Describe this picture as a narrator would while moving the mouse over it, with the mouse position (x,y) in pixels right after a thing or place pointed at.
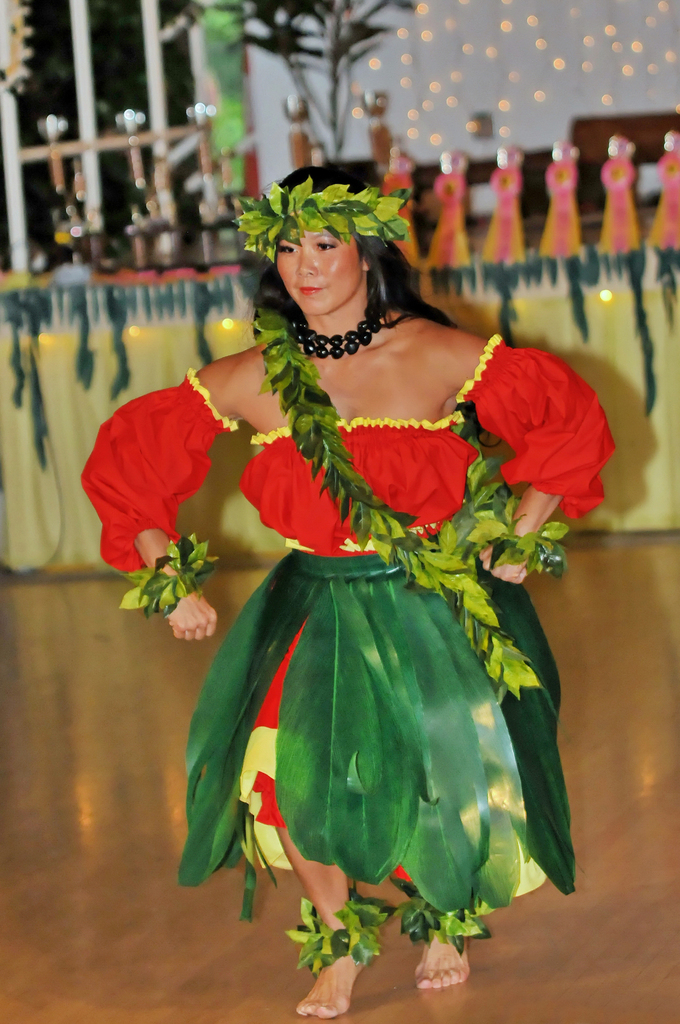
As we can see in the image in the front (305,451) there is a woman (303,497) wearing red and green color dress (280,469). Behind her there is a table (178,296), window (116,194), plant (313,100), lights (507,131) and white color wall (540,132).
